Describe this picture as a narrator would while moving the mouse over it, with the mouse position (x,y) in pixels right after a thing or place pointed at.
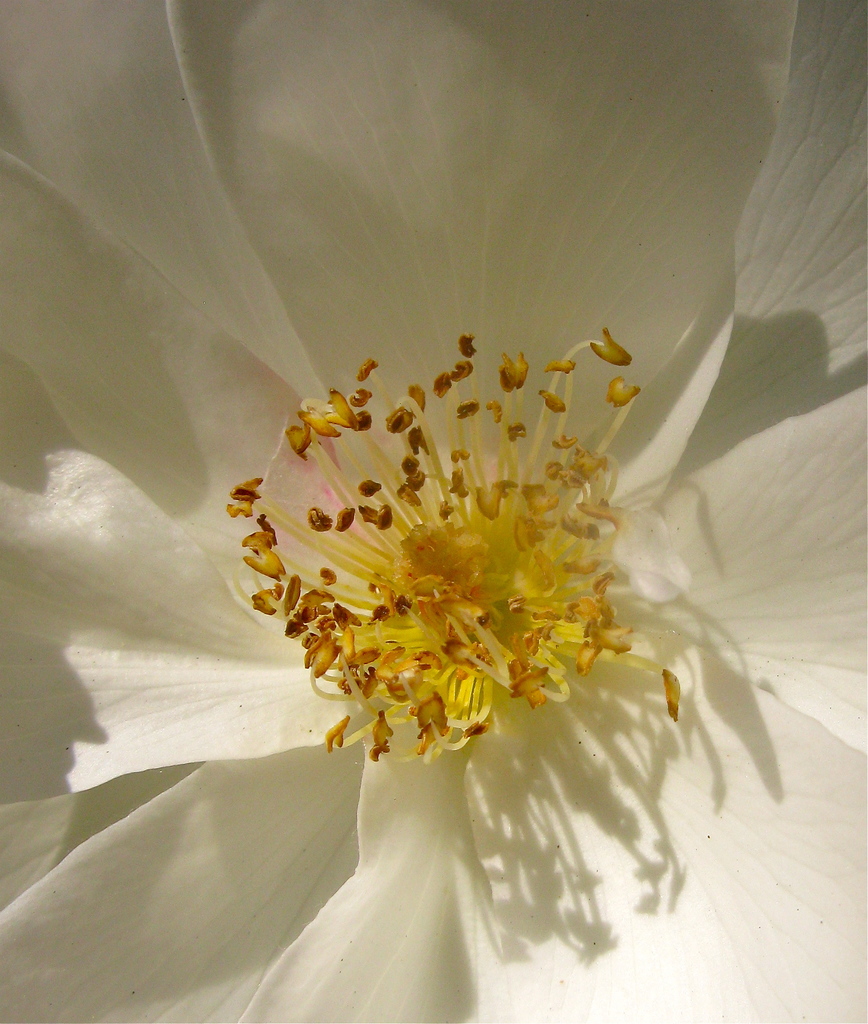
In this image we can see a white color flower (455,627).
